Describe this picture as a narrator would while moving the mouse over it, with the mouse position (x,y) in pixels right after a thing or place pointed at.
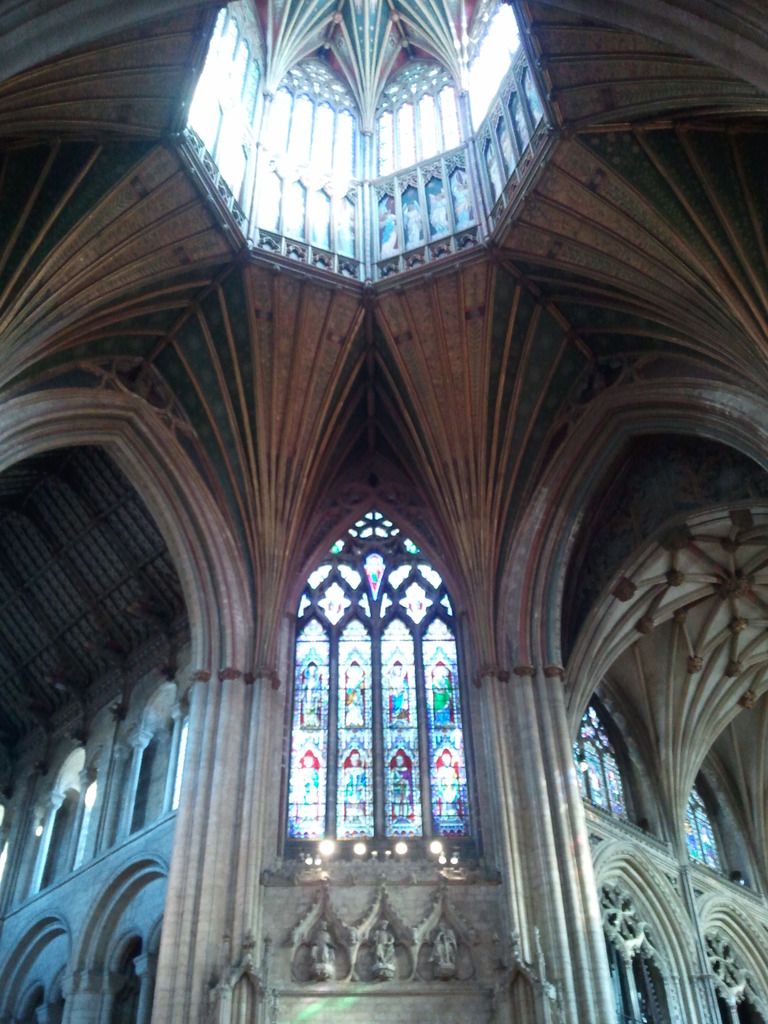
This image is a view from inside of a building (200,843) where I can see glass windows (340,698) with some paintings (362,762) on it.
